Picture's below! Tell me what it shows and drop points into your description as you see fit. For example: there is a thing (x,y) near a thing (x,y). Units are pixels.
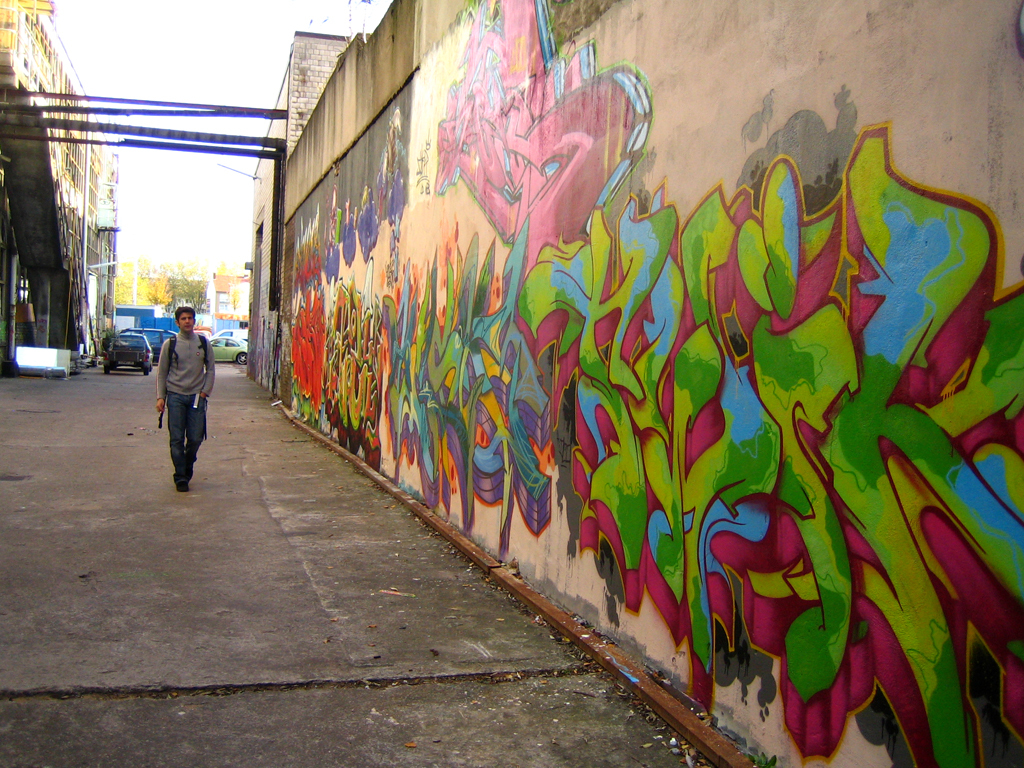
This image is clicked on the road (286,572). There is a man (192,397) walking on the road (159,429). Behind him there are vehicles (139,346) on the road (189,552). On the either sides of the road (114,627) there are houses (263,188). To the right (821,283) there is a wall (669,179) of a house (322,136). There is a graffiti art (523,284) on the wall (523,284). In the background (163,270) there are trees (188,277). At the top (186,33) there is the sky (221,41).
